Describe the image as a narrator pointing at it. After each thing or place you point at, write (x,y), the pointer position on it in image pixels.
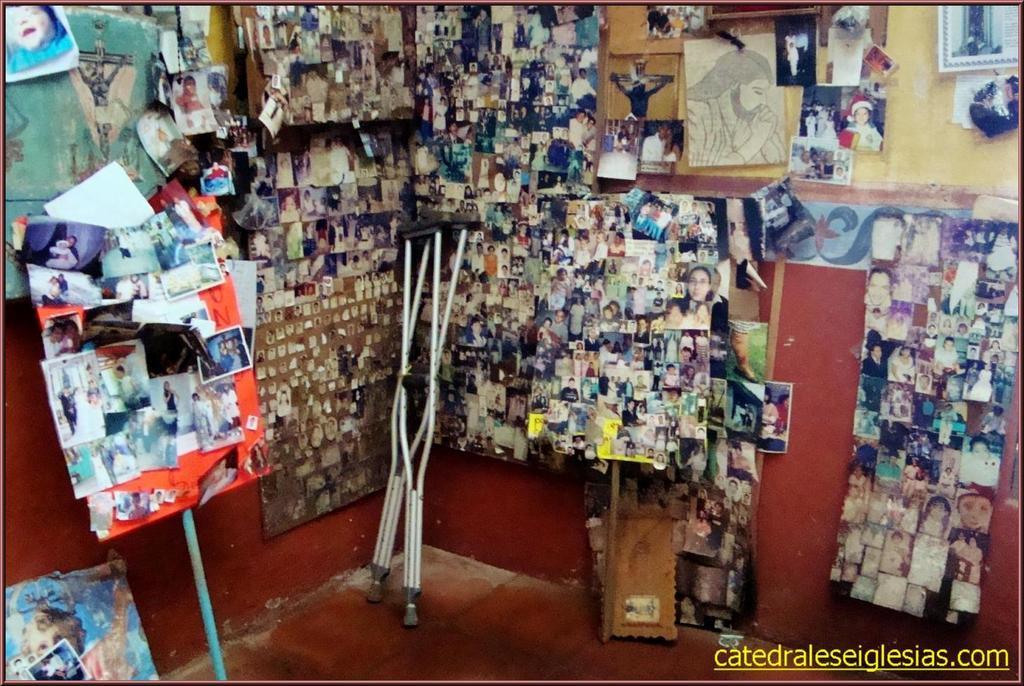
In this image we can see a wall (471,118) on which a group of photos (446,255) are placed and there are two rods (417,534) and a wood material (645,580) placed on the surface (415,645).
